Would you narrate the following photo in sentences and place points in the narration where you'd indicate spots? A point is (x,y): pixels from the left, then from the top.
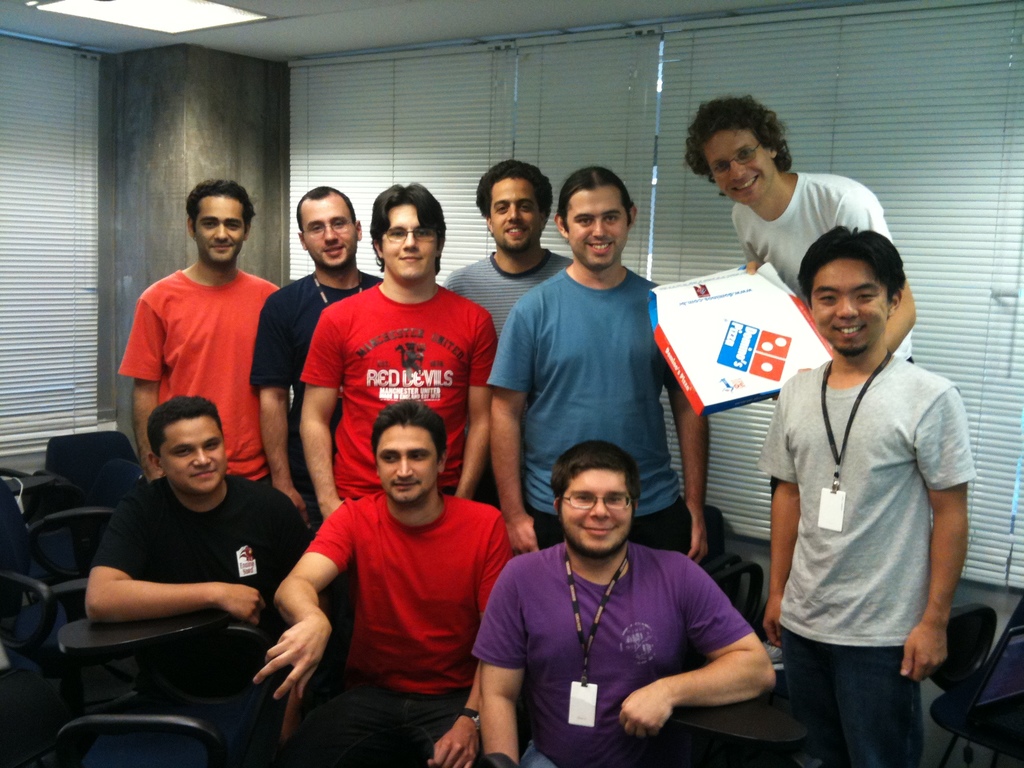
In this image I can see number of people (316,433) where in the front (386,445) I can see few (453,559) are sitting and in the background (774,135) I can see all of them are standing. On the right side (836,216) I can see one man (781,253) is holding a box (800,331). In the background (731,56) I can see window blinds (413,87) and on the top left side of this image (226,17) I can see a light (93,15).
